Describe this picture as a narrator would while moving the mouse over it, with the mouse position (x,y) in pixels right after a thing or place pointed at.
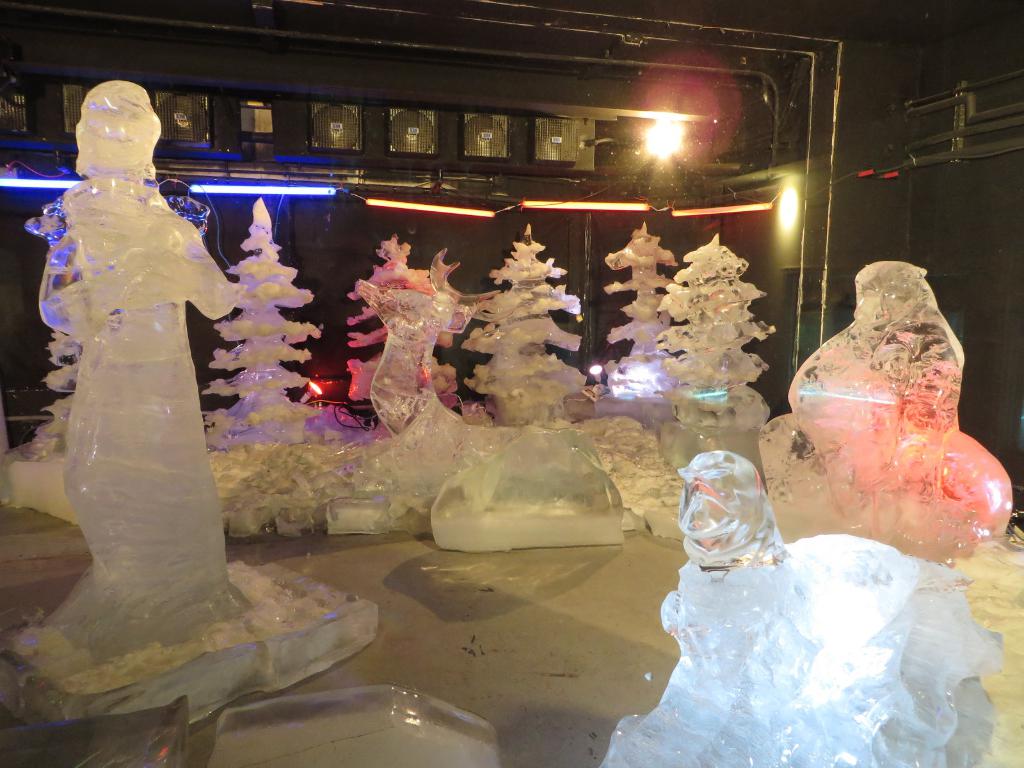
We can see ice sculptures (689,296) on the surface (541,679). In the background (689,179) we can see lights (719,209) and wall (324,212).
